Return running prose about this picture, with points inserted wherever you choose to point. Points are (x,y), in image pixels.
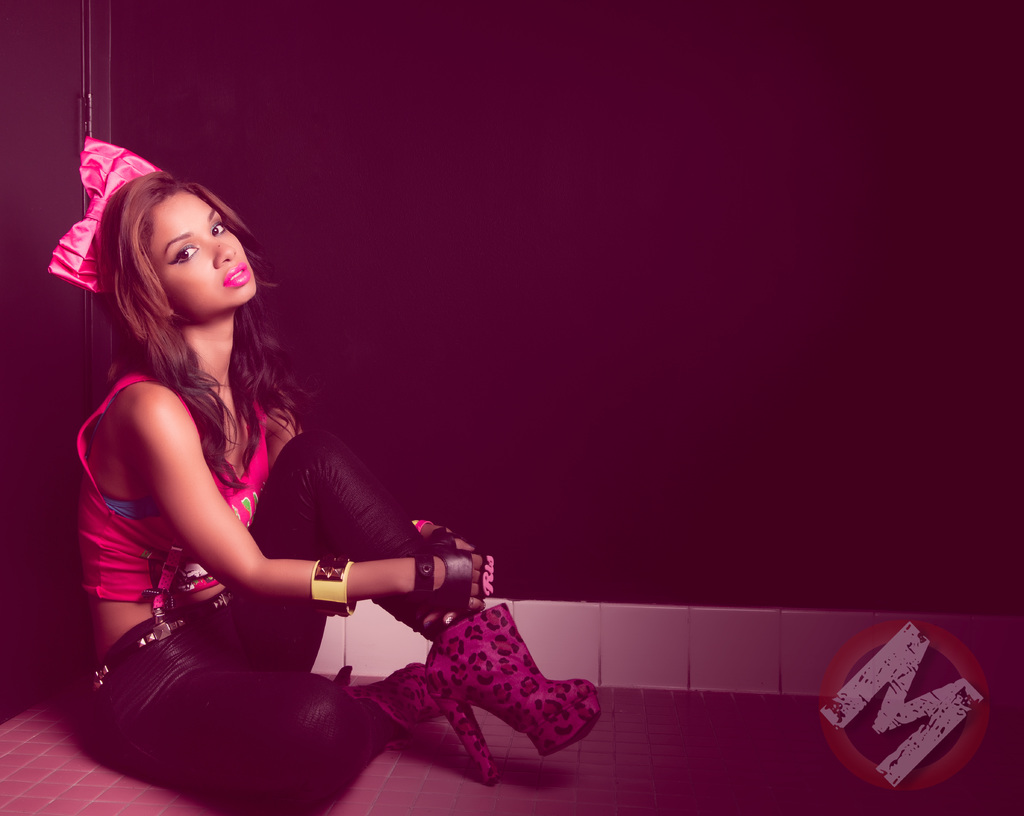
On the left side of the image (292,705) there is a woman (158,740) sitting on the ground (503,757). In the background (419,103) there is wall (302,100).
